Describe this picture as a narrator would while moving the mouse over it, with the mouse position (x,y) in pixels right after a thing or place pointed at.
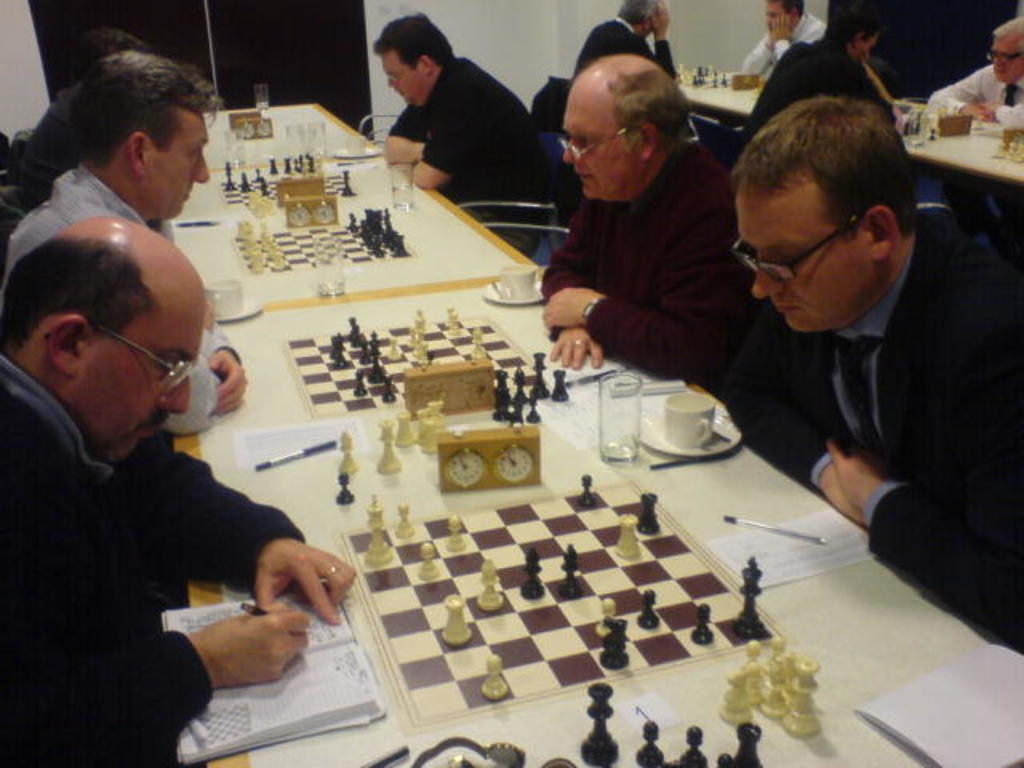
In this picture we can see there are groups of people (99,379). In front of the people (823,261), there are tables (358,278) and on the tables (363,301) there are chess boards (427,617), chess pieces (419,325), glasses (917,129), cups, saucers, papers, pens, a book (326,694) and some objects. Behind the people (417,99), there is a wall (495,41).
